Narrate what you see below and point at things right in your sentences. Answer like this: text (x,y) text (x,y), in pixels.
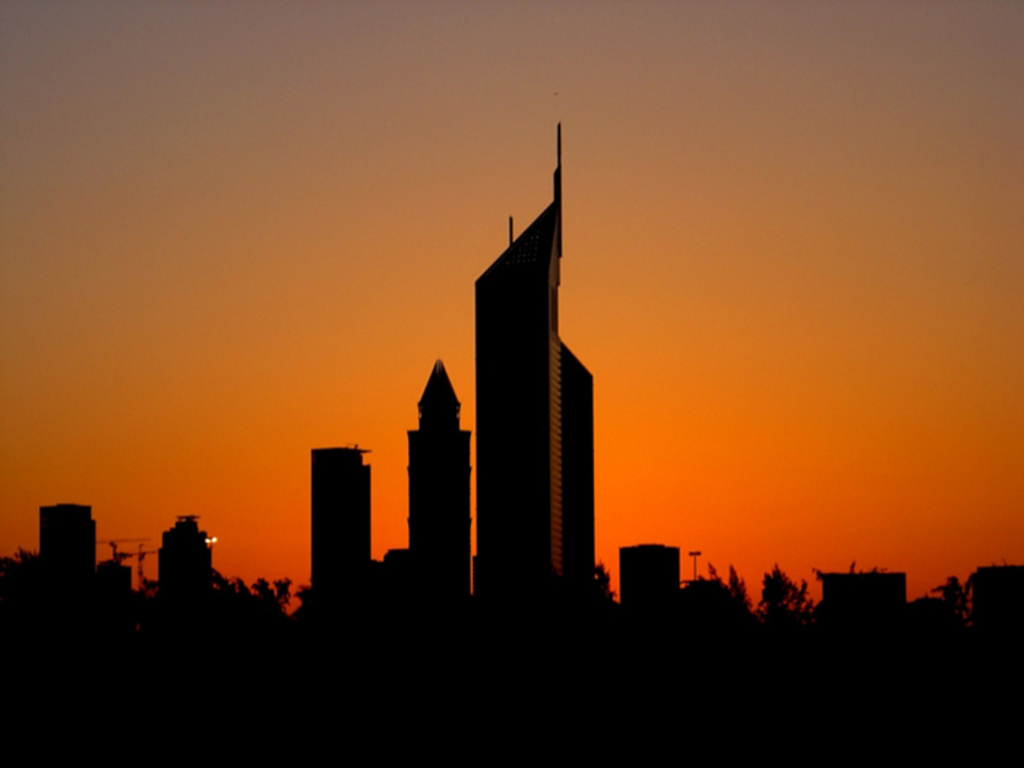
There are many buildings (665,619) and trees (280,594). In the background (326,208) there is sky (742,299) in red color.
